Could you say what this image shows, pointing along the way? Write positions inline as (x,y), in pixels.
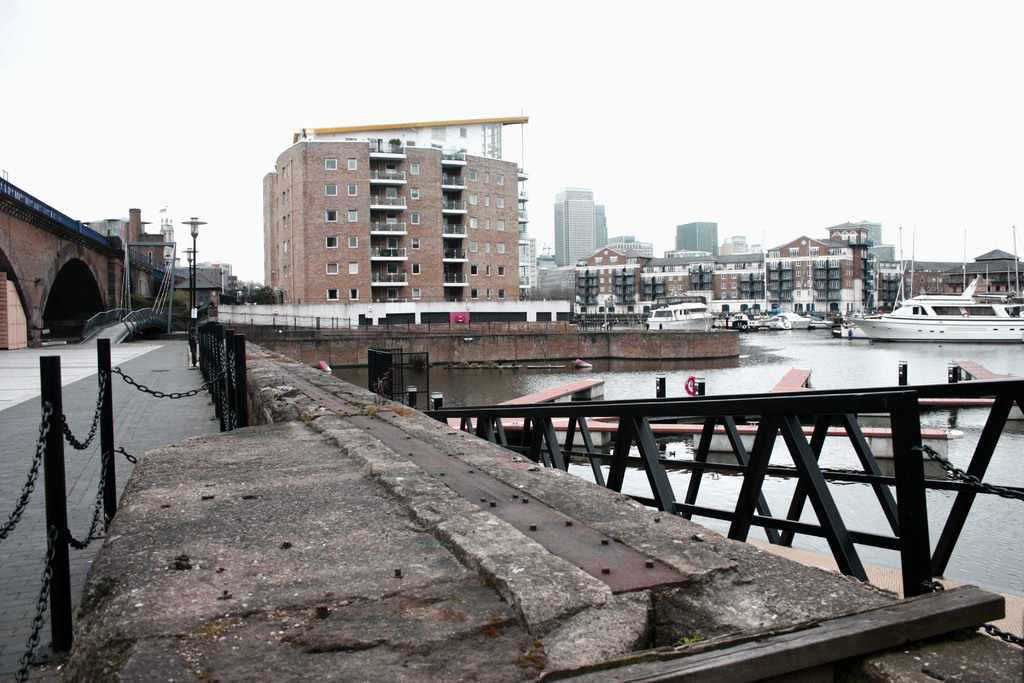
In the image there is a bridge (171,266) and beside the bridge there is a water surface (677,360), on the water surface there are boats (784,315) and in the background (434,232) there are many buildings (682,277).
